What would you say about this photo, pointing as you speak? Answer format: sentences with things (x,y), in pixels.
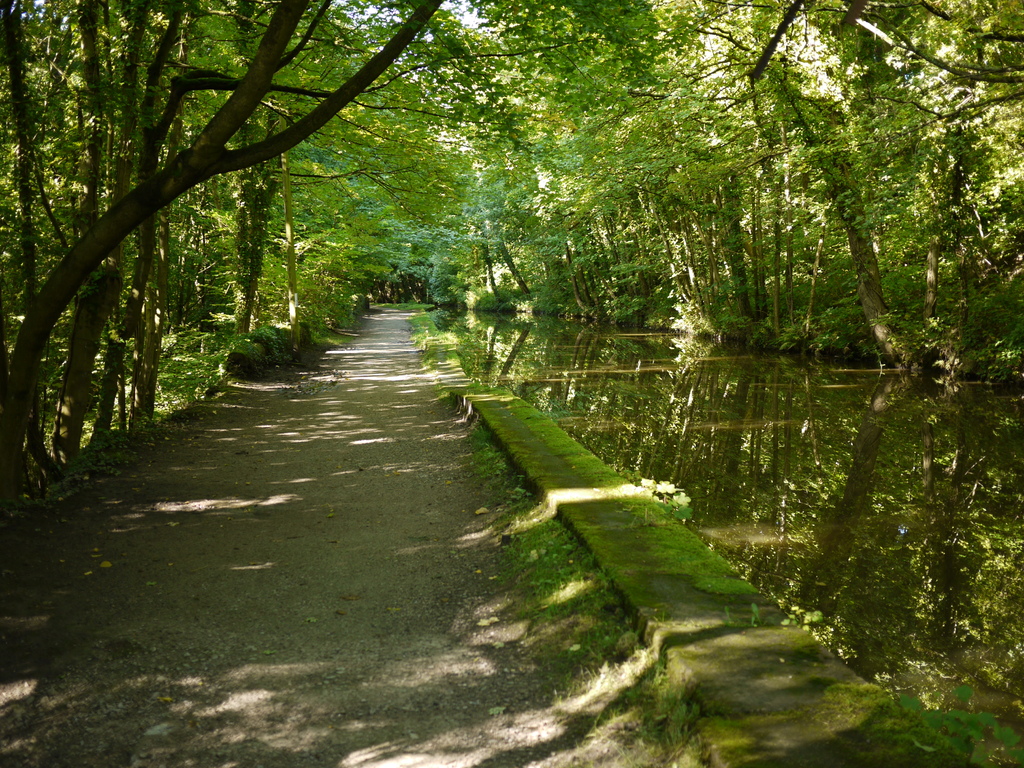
In this image we can see trees (376,199), plants (974,721), grass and road (339,678).
